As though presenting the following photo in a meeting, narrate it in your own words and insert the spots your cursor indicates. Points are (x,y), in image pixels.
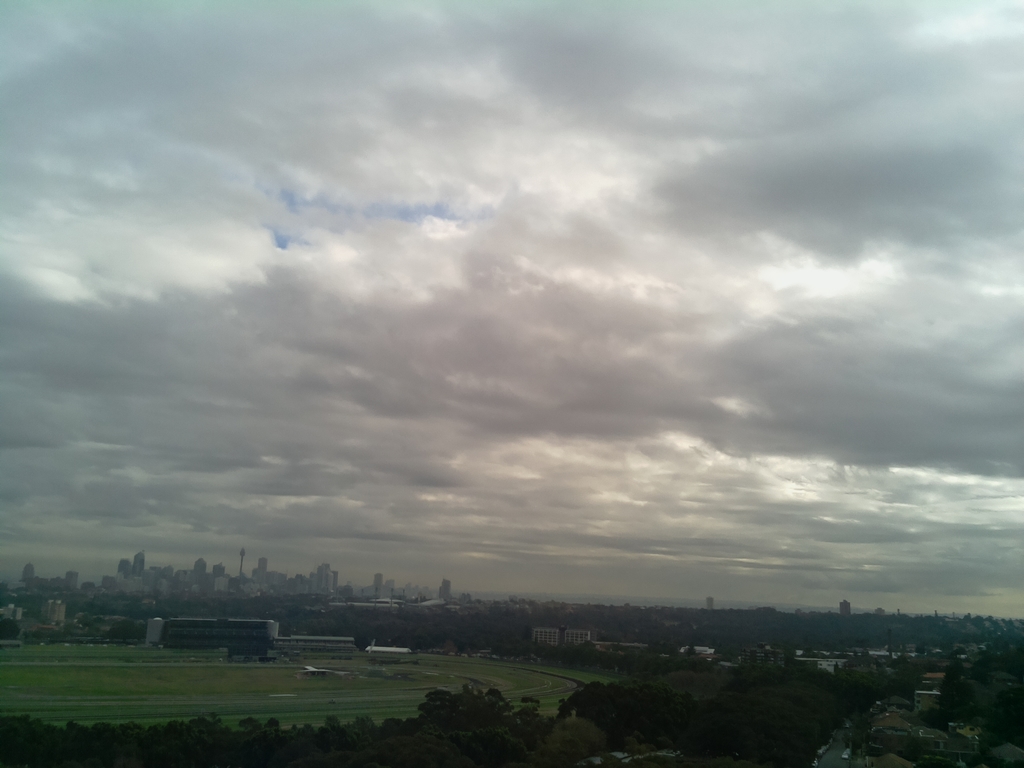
As we can see in the image there are buildings (309,648), trees (609,614), sky (476,16) and clouds (492,225). The image is little dark.
